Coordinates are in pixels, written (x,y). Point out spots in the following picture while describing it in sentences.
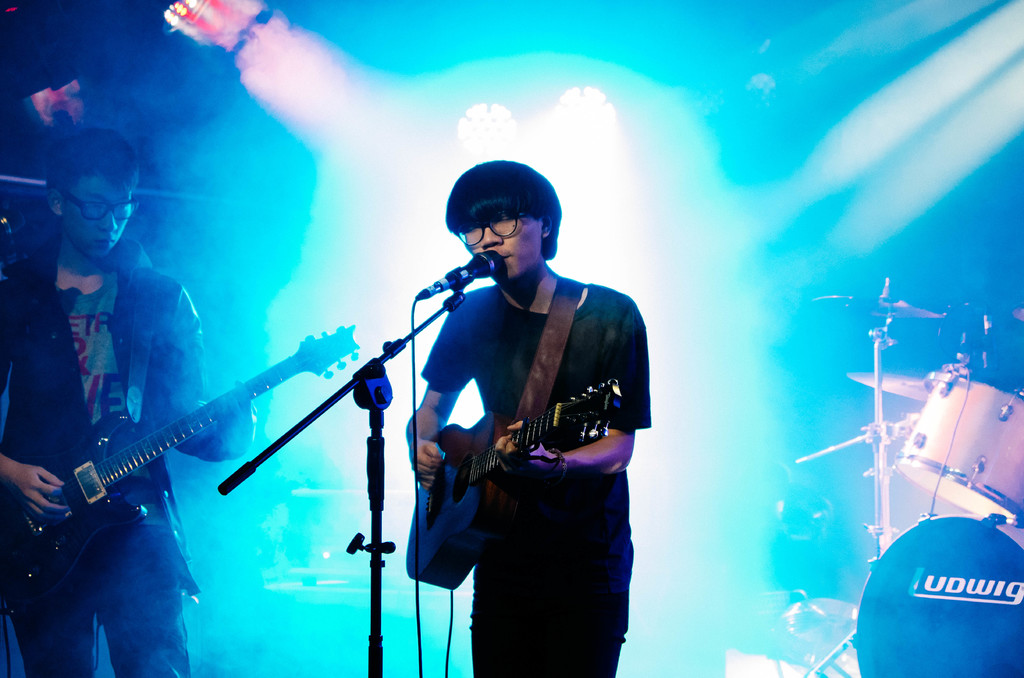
On the background (705,155) we can see smoke (781,135) and it's in blue colour. We can see two boys (521,286) wearing spectacles (481,237), playing guitars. We can see this man (518,249) standing in front of a mike (477,258) and singing. At the right side of the picture (993,661) we can see drums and cymbal (898,386).
